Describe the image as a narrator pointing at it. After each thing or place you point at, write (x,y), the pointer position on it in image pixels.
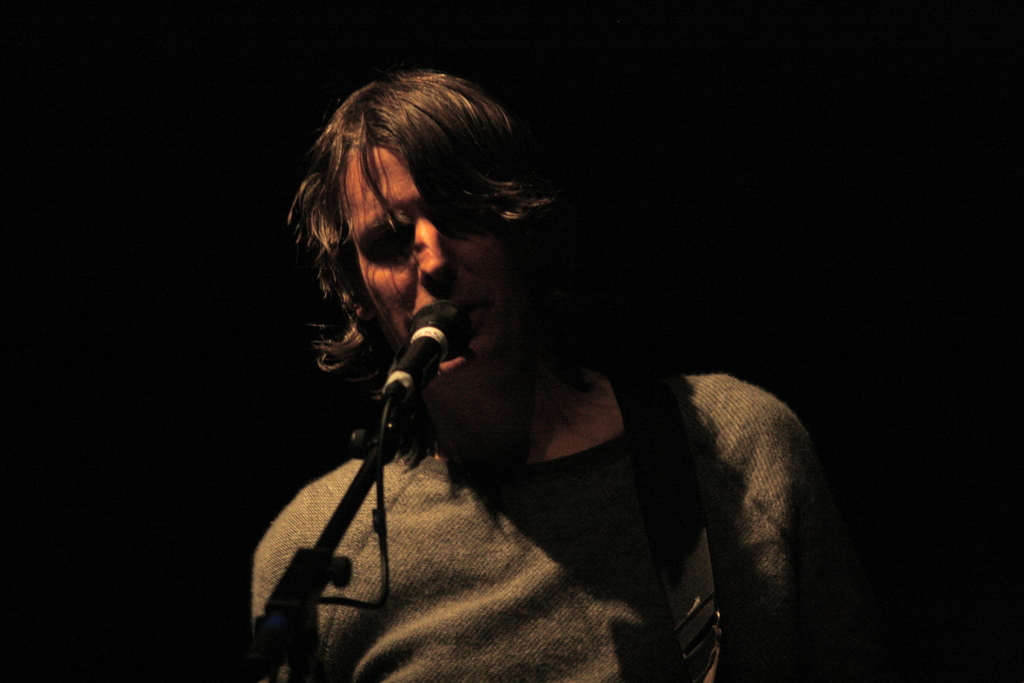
In the picture we can see a man (538,462) standing in the dark, singing a song in the microphone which is in the stand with a wire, he is having a long hair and wearing a T-shirt (801,465) with some black color belt (687,477) on it and behind him we can see dark.
